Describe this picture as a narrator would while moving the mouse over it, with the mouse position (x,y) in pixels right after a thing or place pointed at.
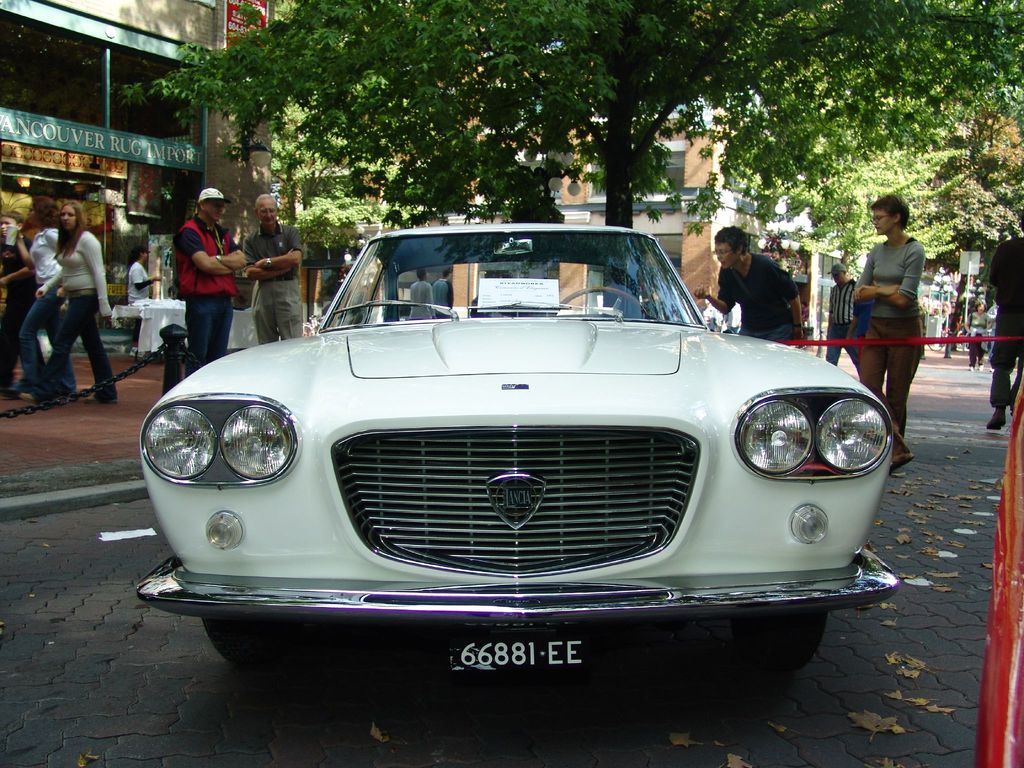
In the middle of the image (347,387), there is a white color vehicle (550,309) on the road (222,709). In the background (909,207), there are persons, there are trees (898,26) and there are buildings (699,163).
